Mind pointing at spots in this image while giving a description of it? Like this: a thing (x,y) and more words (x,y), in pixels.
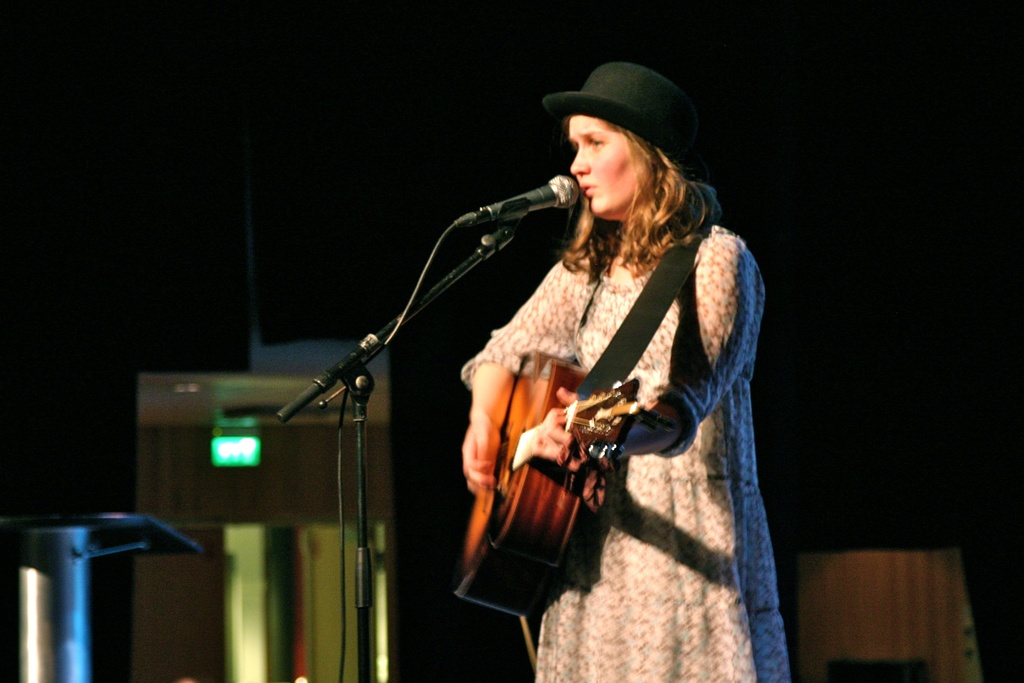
Here is the women (668,500) wearing dress (597,328) and hat (666,144). She is playing guitar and singing song. This is the mic (554,197) attached to the mike stand (368,603). At background (269,529) this looks like a shelter (231,496) with a green lighting board (255,460).
